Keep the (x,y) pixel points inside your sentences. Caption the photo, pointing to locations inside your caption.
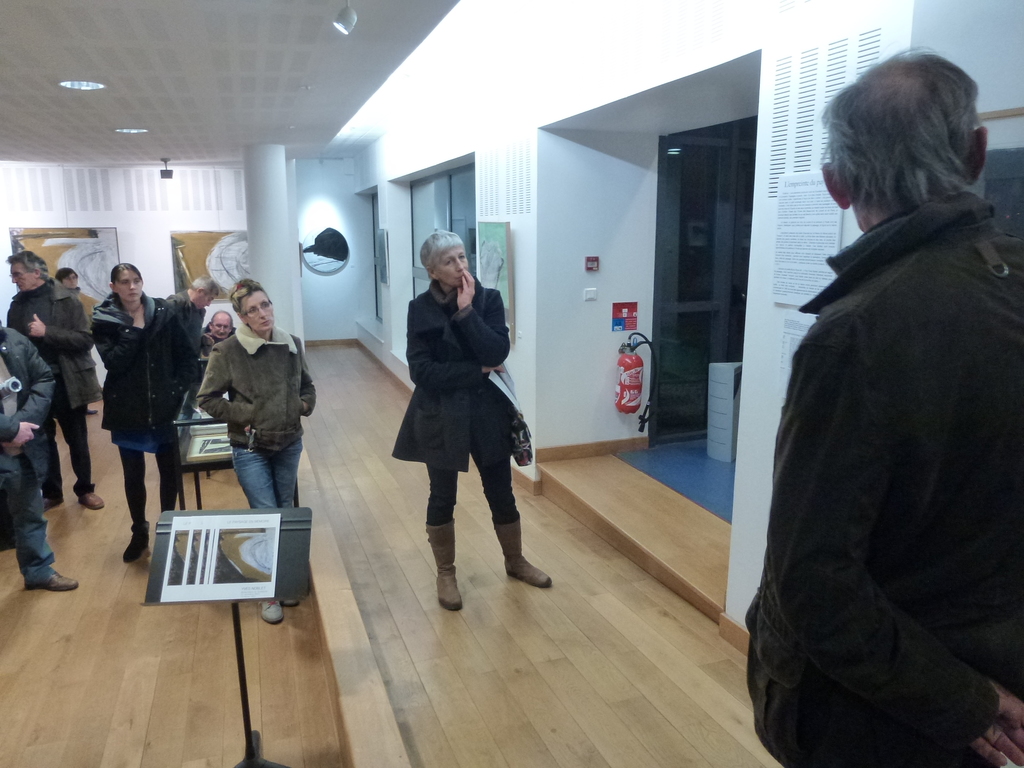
In this image it looks like inside of the building (322,305). And there are persons (258,417) standing on the floor (341,561). And there are board (254,579) with image (252,549). And there is a wall (644,390) with painted frame (222,261). And there is a fire extinguisher (626,383). And at the top (302,1) there is a ceiling (256,93) and lights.
